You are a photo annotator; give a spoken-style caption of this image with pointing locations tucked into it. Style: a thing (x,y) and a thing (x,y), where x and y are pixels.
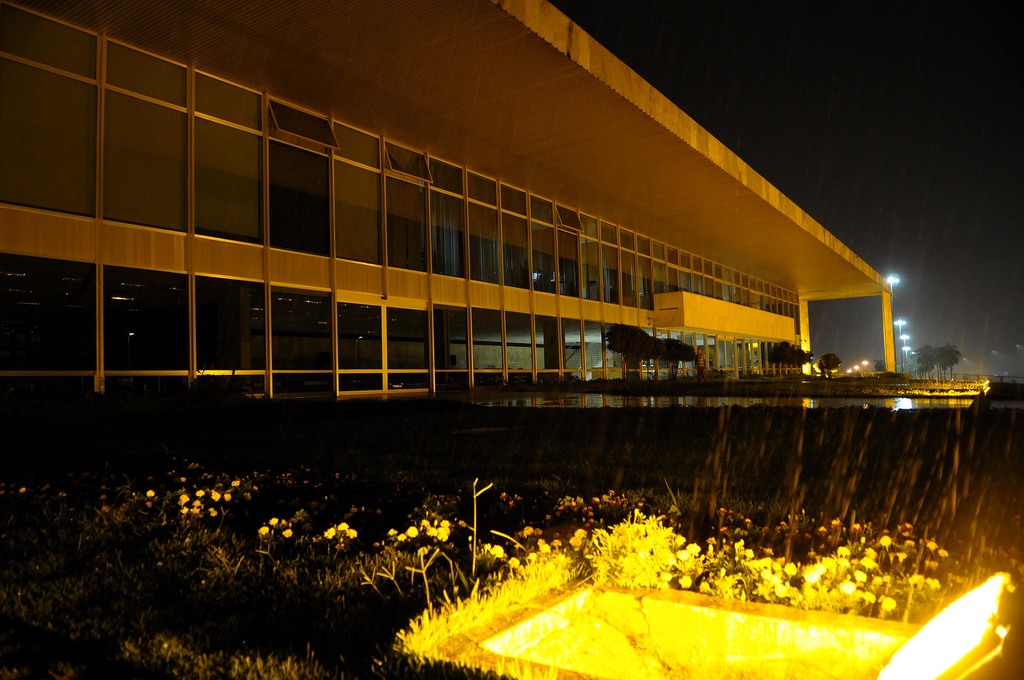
In this image there is a building (481,326), in front of the building (455,361) there are plants (488,489) with flowers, beside the building (893,347) there are trees (930,361) and lampposts (857,369).
